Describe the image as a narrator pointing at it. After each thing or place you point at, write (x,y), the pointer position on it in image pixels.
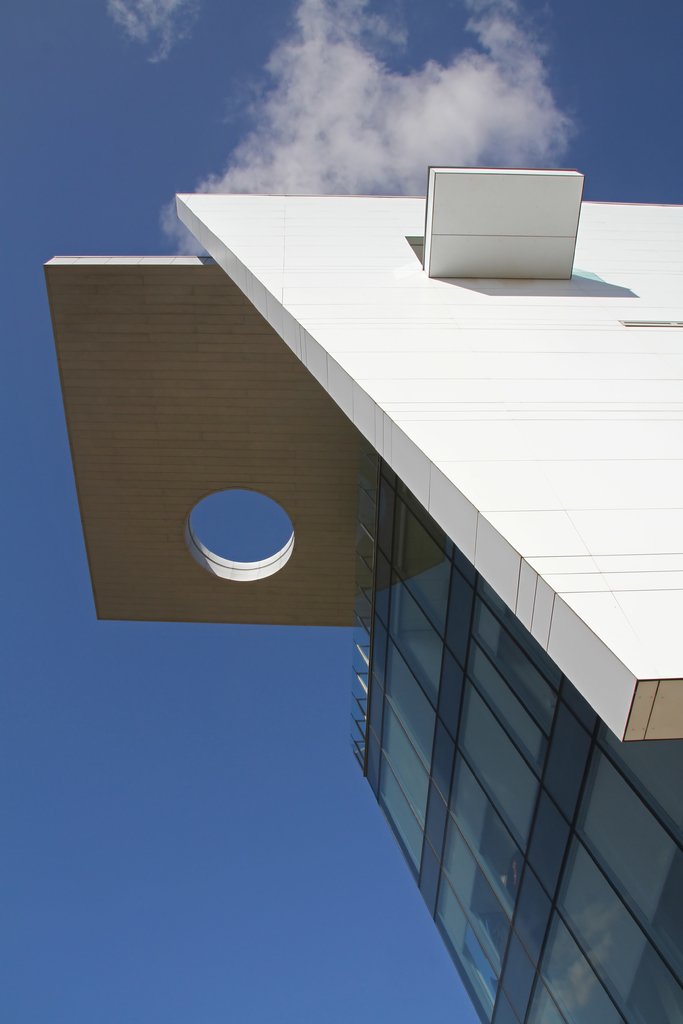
To the right side of the image (489,923) there is a building (398,766). There is glass wall (497,857). At the top of the image (136,126) there is sky (94,174).
